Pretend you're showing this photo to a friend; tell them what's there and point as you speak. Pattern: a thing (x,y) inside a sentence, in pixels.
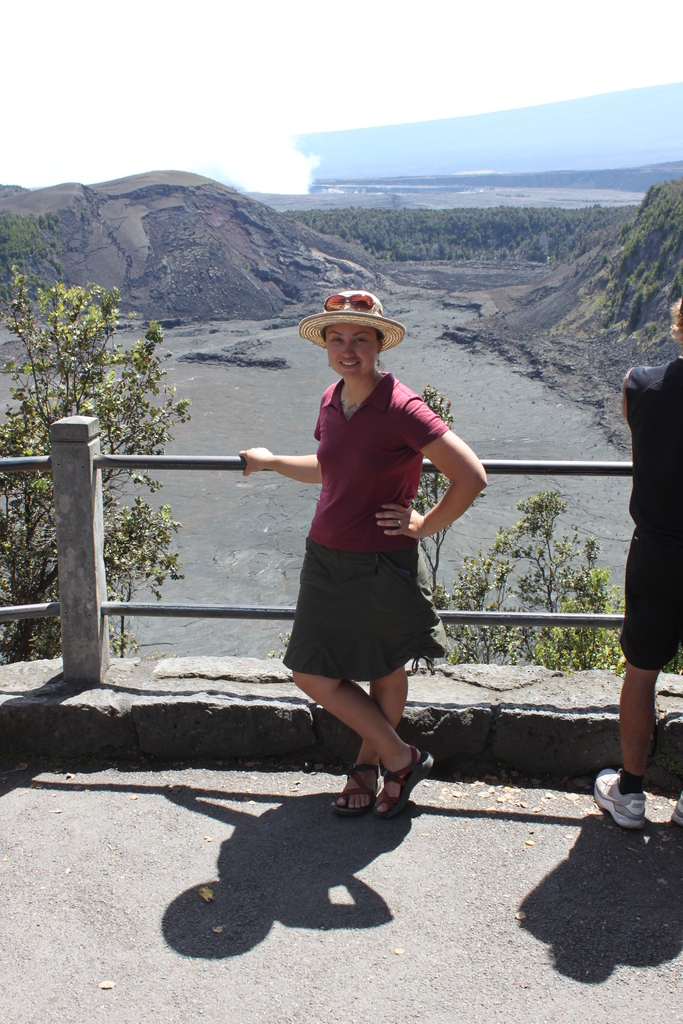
In this image, we can see people (393,549) standing on the road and one of them is wearing glasses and a hat (315,340) and in the background (201,232), there are hills (243,250), trees (144,420), a railing (97,488) and there is ground (410,352). At the top (301,68), there is sky (168,58).
